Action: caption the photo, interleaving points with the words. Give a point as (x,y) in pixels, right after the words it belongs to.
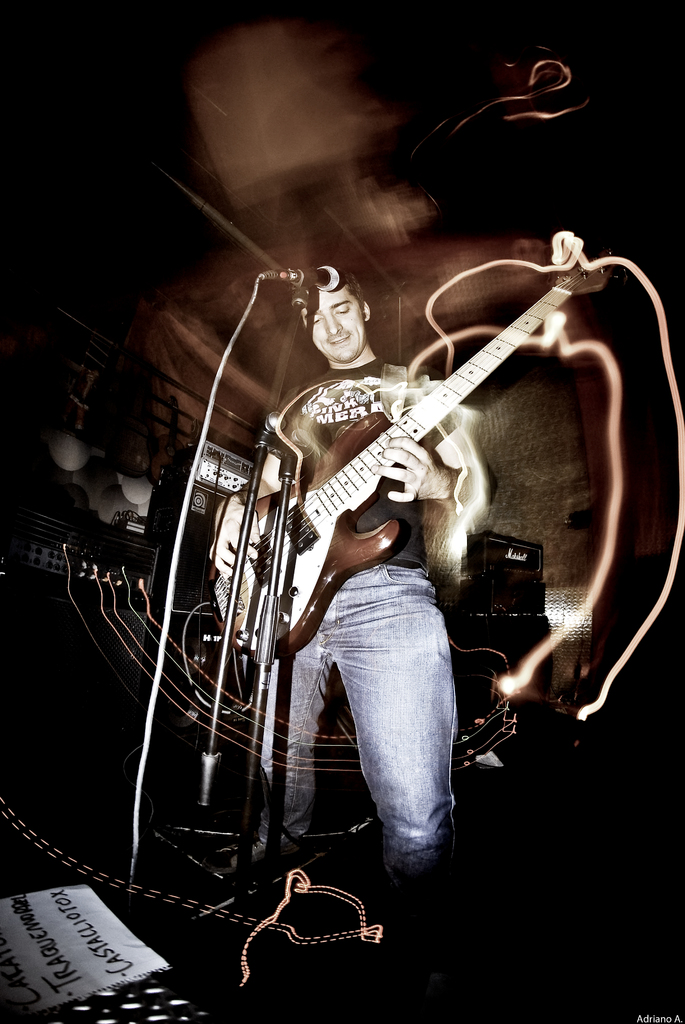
In the image there is a man (355,350) standing and holding a guitar (336,483) and playing it in front of a microphone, on left side (39,913) we can also see a paper (45,966).
